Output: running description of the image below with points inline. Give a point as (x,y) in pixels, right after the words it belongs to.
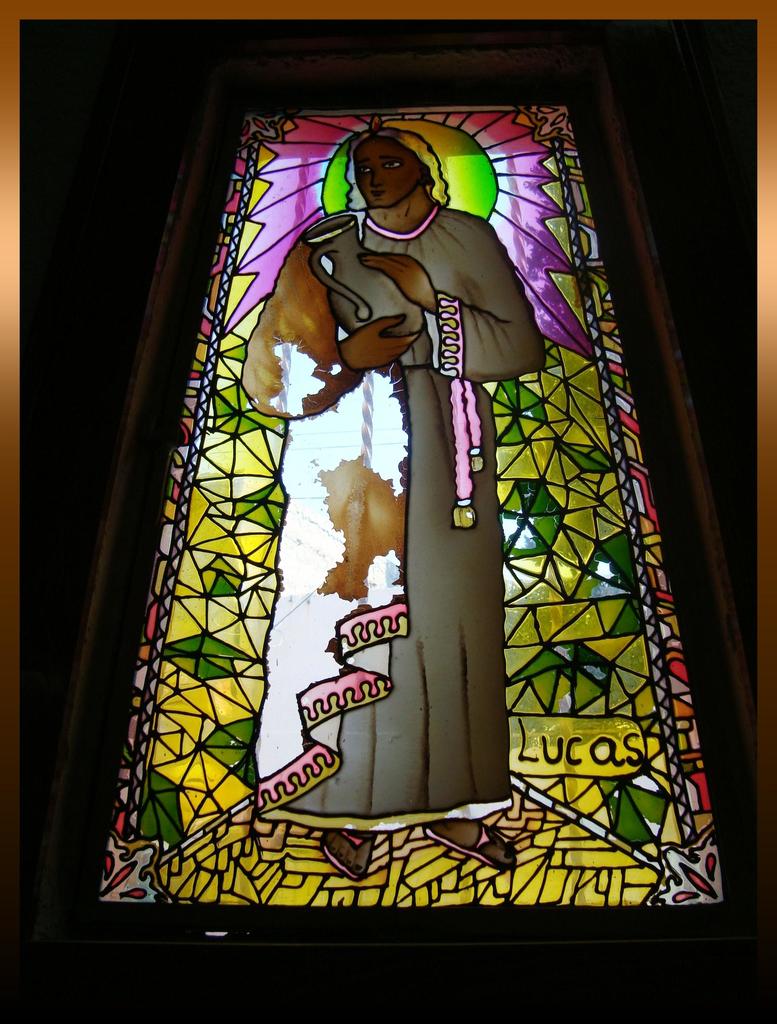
In the image in the center (481,357), we can see one glass frame (185,643). On the glass frame (321,492), we can see one person (423,427) standing and holding some object (418,306).
